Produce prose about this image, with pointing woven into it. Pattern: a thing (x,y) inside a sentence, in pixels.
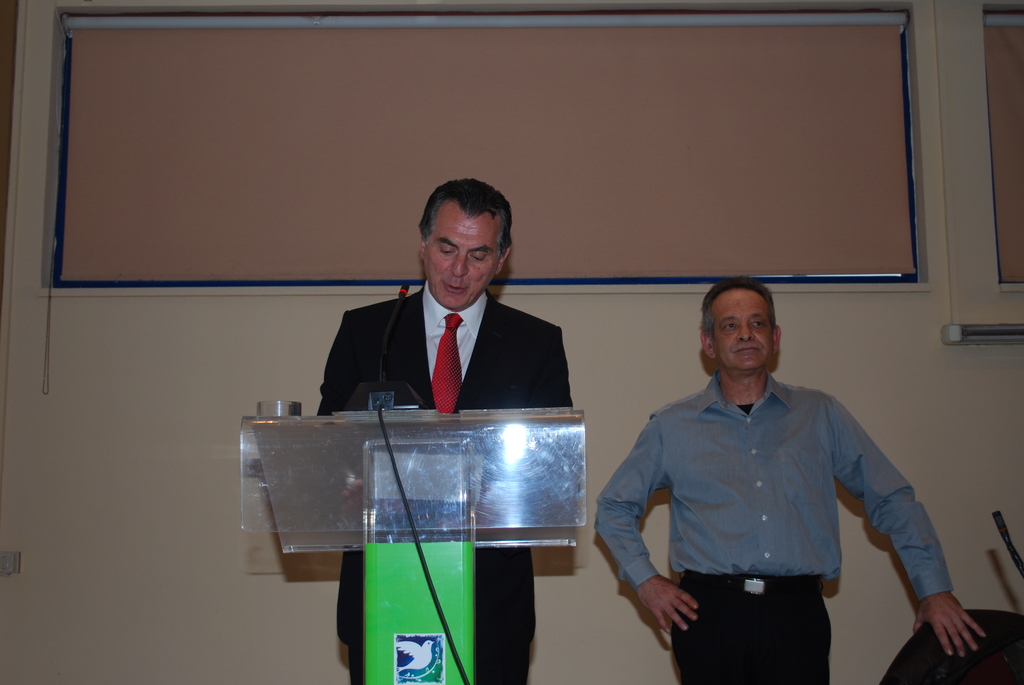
Here in this picture we can see two men (766,507) standing over a place and the person (433,401) in the middle (427,386) is wearing a suit (406,324) on him and speaking something in the microphone (393,395) which is present on the speech desk (411,444) in front of him and behind them on the wall (140,320) we can see a projector screen (476,63) present over there and on the right side (1022,626) we can see a chair (988,624) present over there.
